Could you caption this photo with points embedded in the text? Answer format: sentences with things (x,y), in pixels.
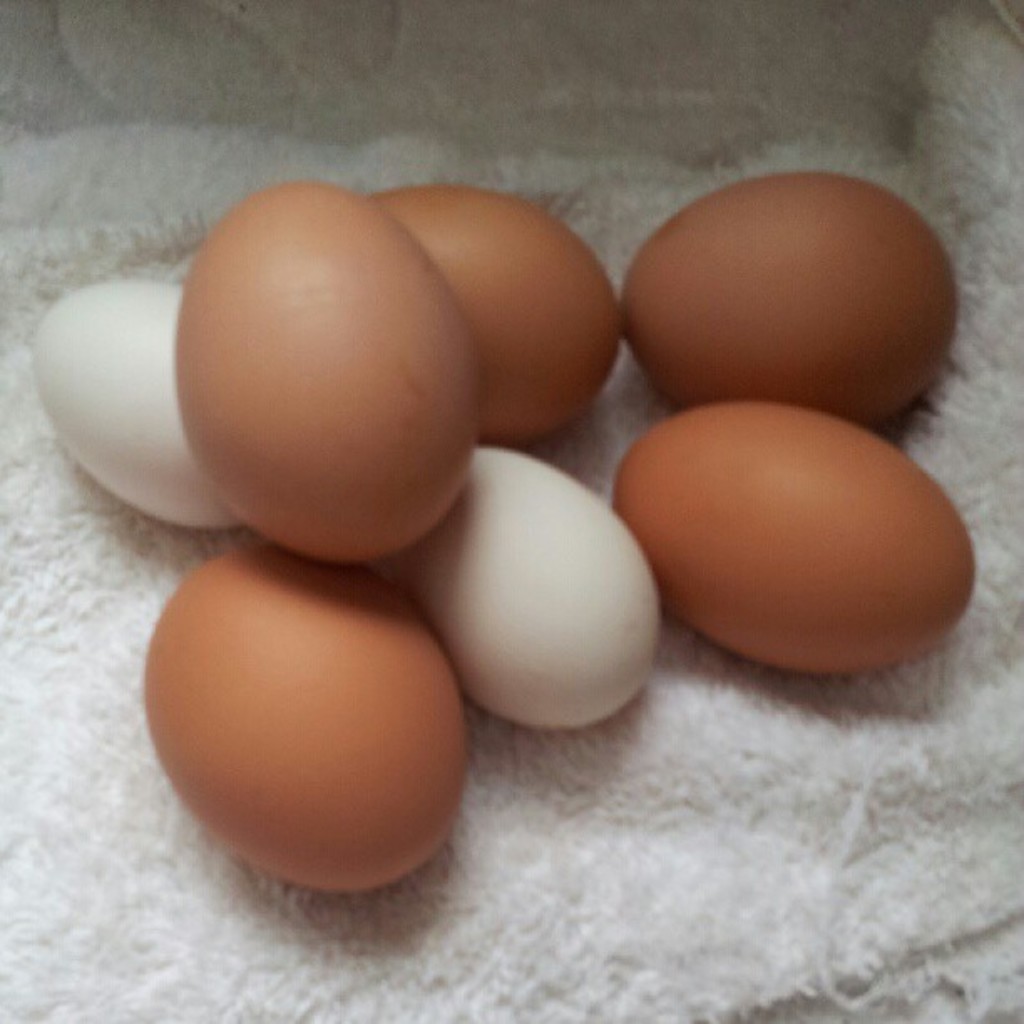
In this image there are few eggs (415,341) of white and brown color. Eggs (940,272) are kept on the cloth (794,973).
